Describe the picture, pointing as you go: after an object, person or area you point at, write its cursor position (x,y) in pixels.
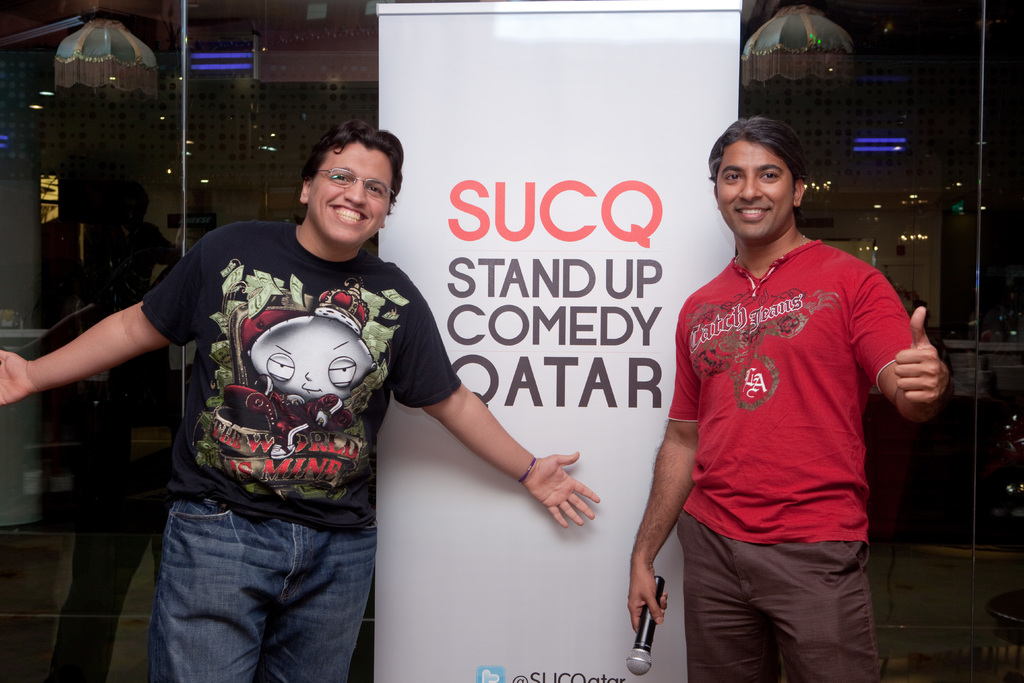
In this image we can see two people (324,598) standing and smiling. The man (778,517) standing on the right (718,595) is holding a mic (649,657). In the center (587,356) there is a banner (611,155). In the background (366,59) there is a glass (848,86).
